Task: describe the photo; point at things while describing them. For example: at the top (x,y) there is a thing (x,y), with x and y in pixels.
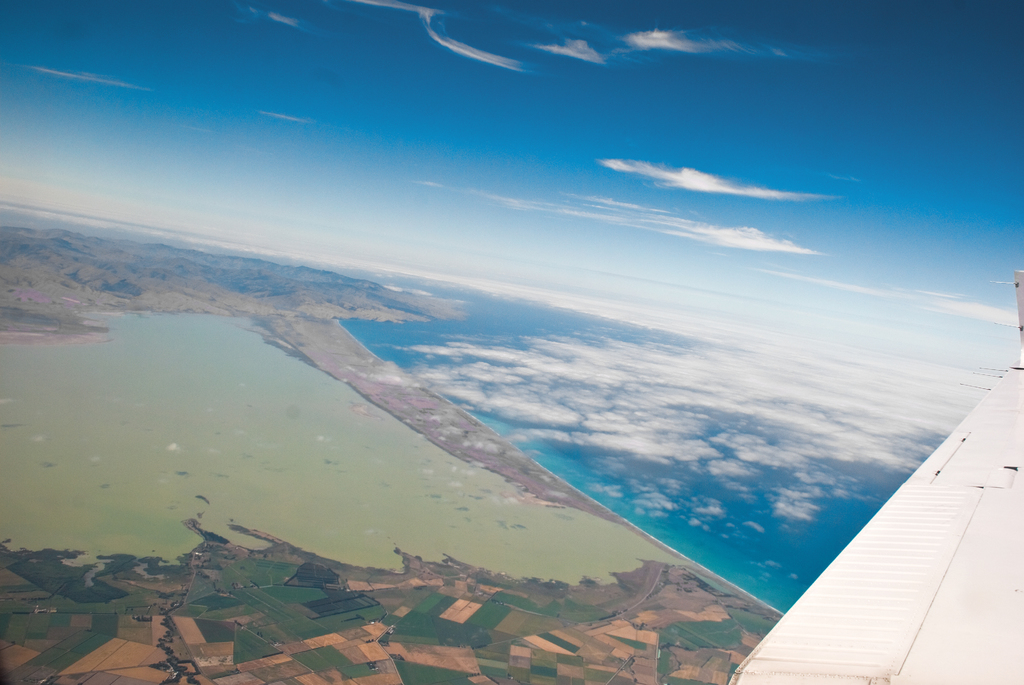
In this picture we can see an airplane wing (930,557). On the left side of the wing (910,515) there are fields (324,637), water (777,501) and a sky (617,126).
